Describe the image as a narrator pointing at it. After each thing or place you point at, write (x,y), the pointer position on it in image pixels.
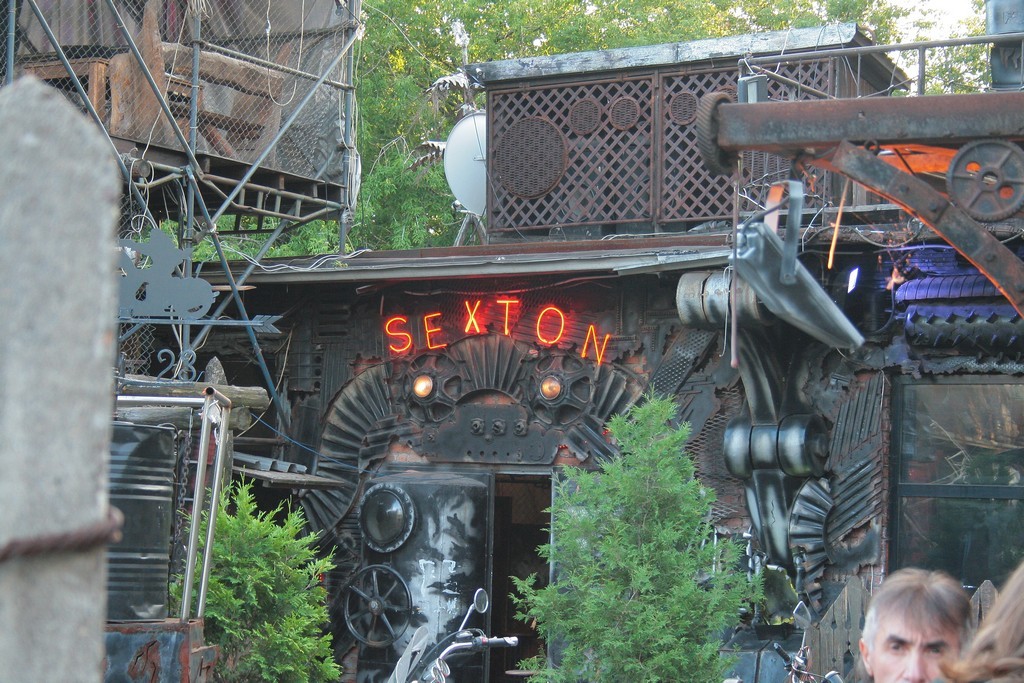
As we can see in the image there are buildings (517,264), plants (238,527), trees (565,32) and on the right side (936,643) there are two people (952,636).
